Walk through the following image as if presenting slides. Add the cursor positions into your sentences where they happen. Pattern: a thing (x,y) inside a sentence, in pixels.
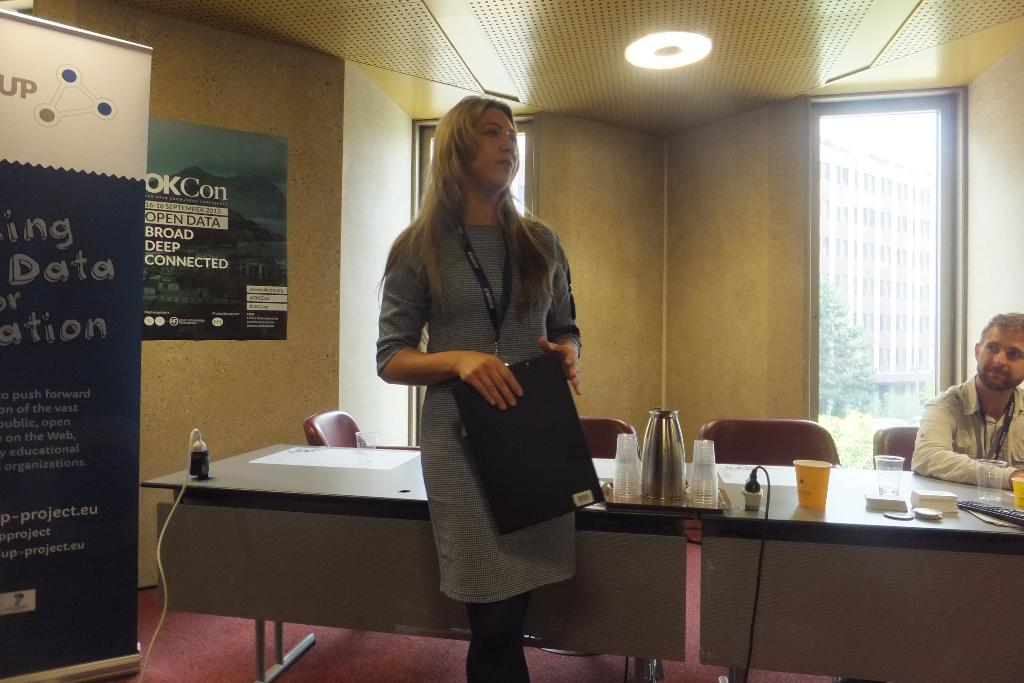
There is a woman (485,339) who is standing on the floor (350,646). She is holding a file (470,455) with her hands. There are banners (182,254). Here we can see a man (925,448) who is sitting on the chair (910,434). These are the chairs (879,436) and there is a table (751,561). On the table (817,560) there glasses (877,472), jar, and a cup (825,502). On the background (620,332) there is a wall (733,265) and this is window (890,272). From the window (912,215) we can see a building (882,280) and this is tree (845,384). There is a light (687,41) and this is roof (906,45).
